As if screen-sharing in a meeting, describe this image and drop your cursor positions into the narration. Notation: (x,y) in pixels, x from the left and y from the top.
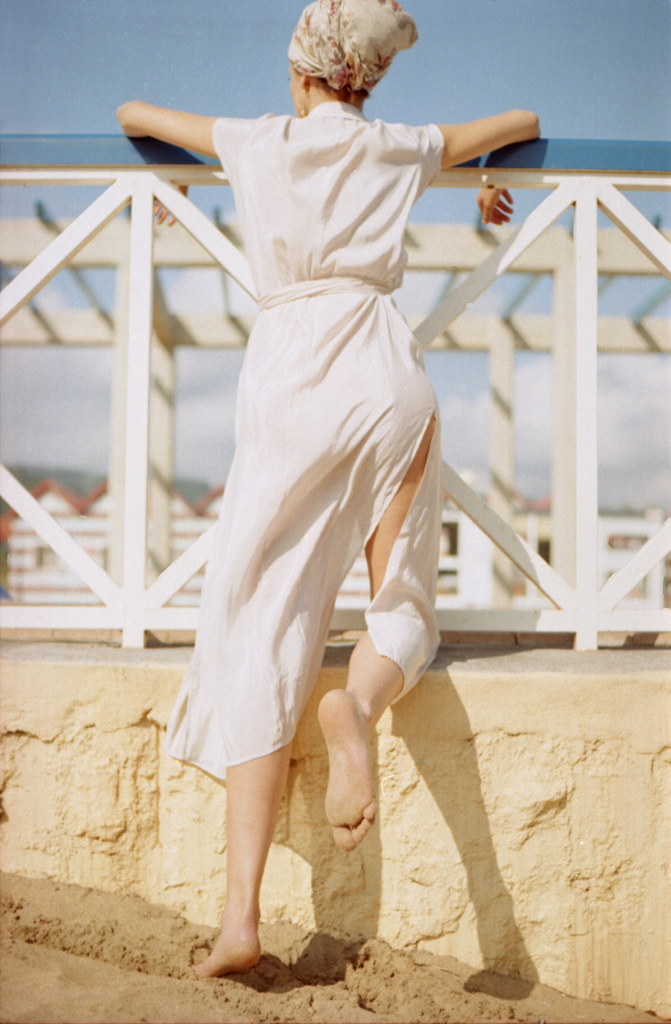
In this image we can see a woman (429,552) standing beside a fence (478,287). We can also see a wall (435,779) and sand (304,960). On the backside (165,347) we can see some houses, a roof (168,337) with stone pillars (168,395) and the sky (453,47).
